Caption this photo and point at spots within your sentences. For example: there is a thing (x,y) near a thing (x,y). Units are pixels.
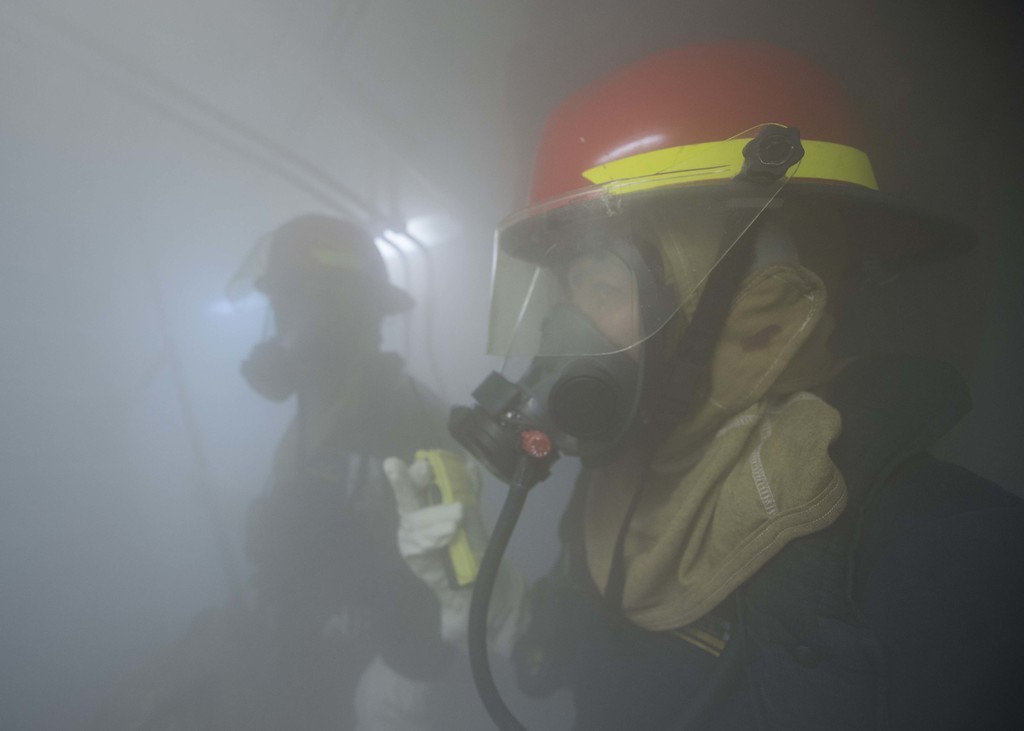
In this image, I can see two persons (602,480) with oxygen masks (501,408) and helmets (792,171). In the background (196,390), I can see the smoke (394,80).
